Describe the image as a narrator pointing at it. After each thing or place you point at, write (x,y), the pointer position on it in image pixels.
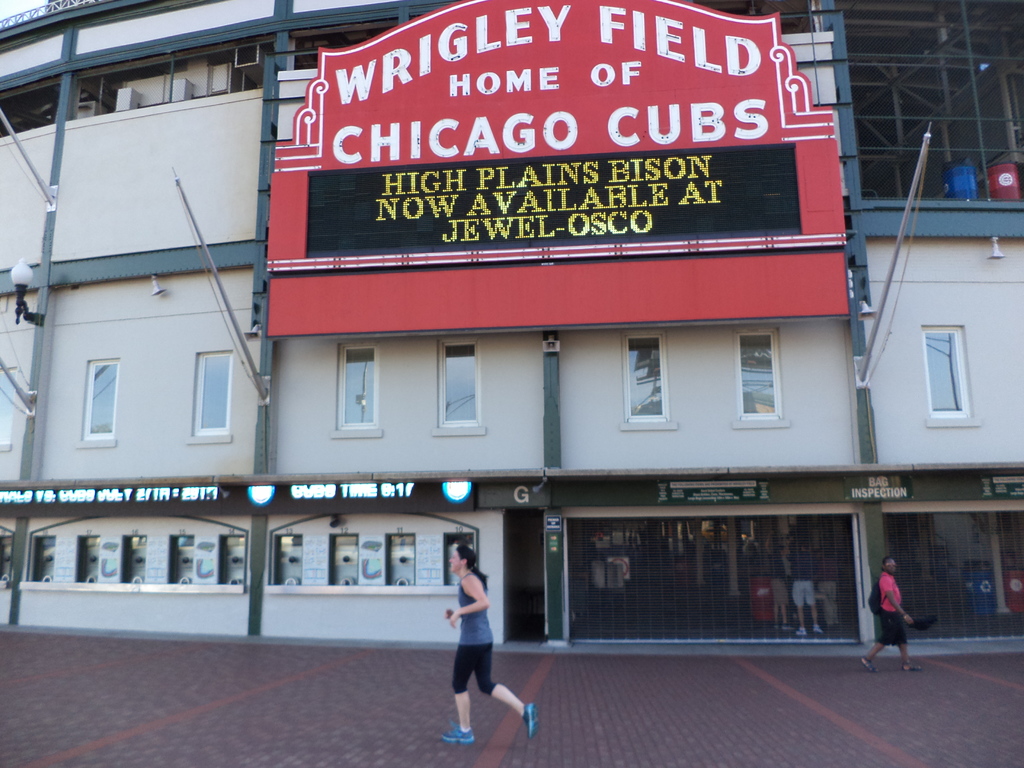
Here in this picture we can see a building (837,91) present over there and on the building (151,521) we can see a hoarding (754,27) present and we can see lamp posts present on the building (914,305) here and there and on the road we can see people (479,592) walking and running over there.
